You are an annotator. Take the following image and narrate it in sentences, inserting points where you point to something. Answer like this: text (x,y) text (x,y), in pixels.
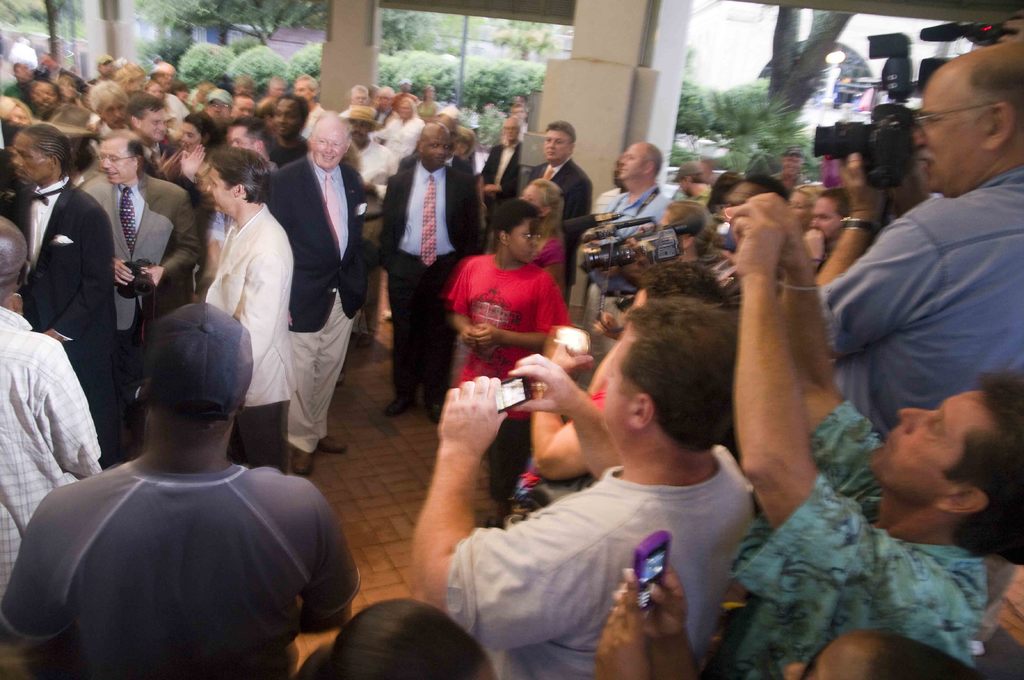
In the center of the image (655,294) there are many people (641,178). In the background of the image (809,57) there are trees (215,22).
